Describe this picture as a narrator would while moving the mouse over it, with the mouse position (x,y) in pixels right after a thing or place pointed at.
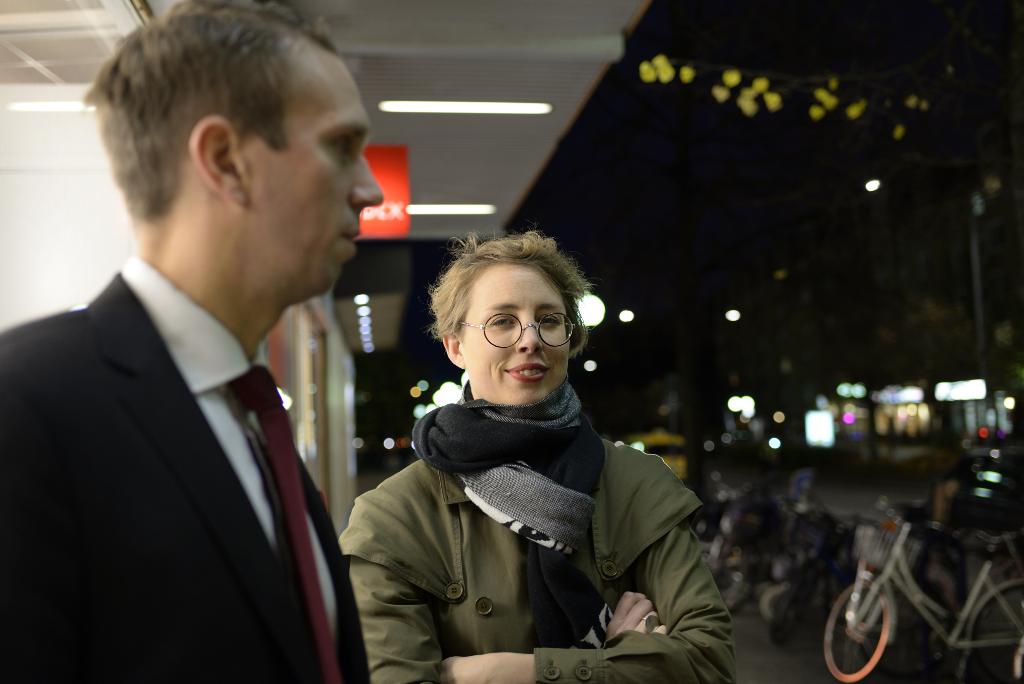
In this image, we can see a man (146,381) and a woman (547,576) standing, on the right side (876,604), we can see some bicycles (794,574) and we can see some lights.
